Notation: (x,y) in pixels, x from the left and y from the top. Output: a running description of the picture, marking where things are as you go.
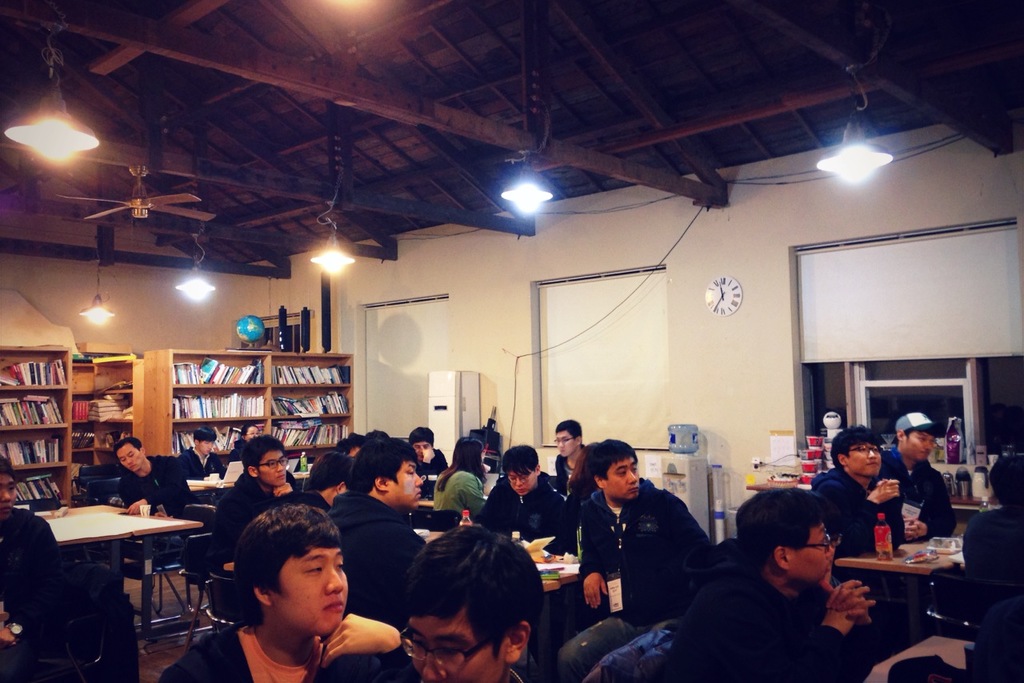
In this image in front (285,667) there are people (398,563) sitting on the chairs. In front of them there are tables (893,552) and on top of the tables (846,560) there are water bottles (879,554) and few other objects (531,551). Behind them there is a wooden rack (60,431) with the books (226,381) in it. On top of the rack (301,360) there is a globe (248,344). On the backside (762,284) there is a wall (687,301) with the wall clock (720,295) on it. In front of the wall (714,454) there is a water filter (691,477). On top of the roof (278,131) there are lights (847,159) and a fan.
